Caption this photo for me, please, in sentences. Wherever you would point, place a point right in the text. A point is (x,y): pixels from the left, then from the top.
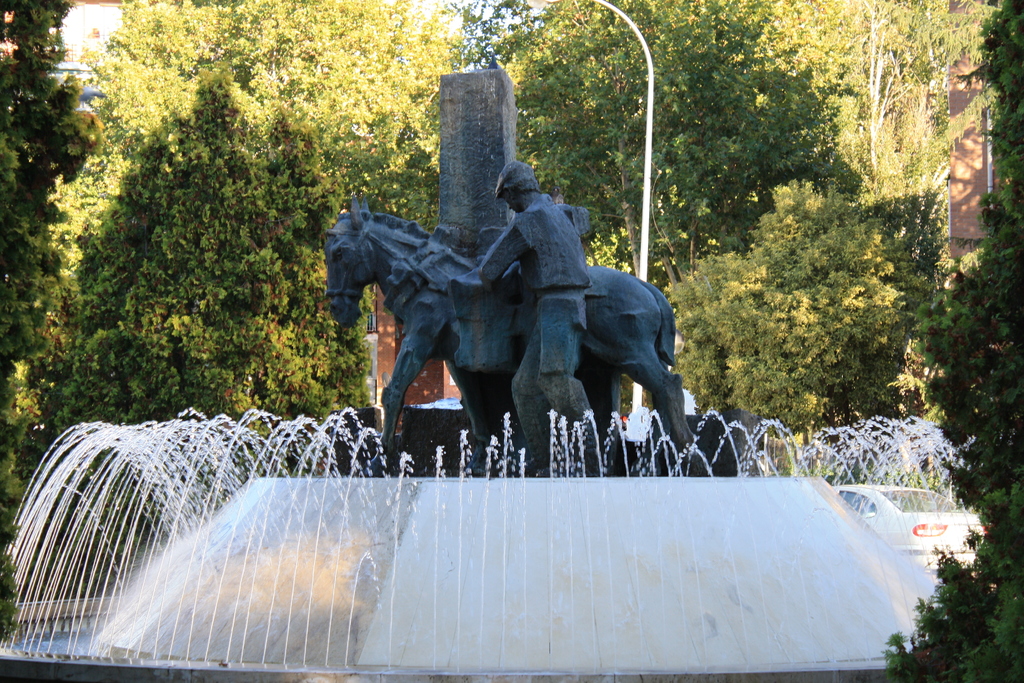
In this picture I can see there is a statue (500,383) in between the fountain (490,441) and there are trees (533,143) in the backdrop (643,236) with a pole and a building (432,371).
